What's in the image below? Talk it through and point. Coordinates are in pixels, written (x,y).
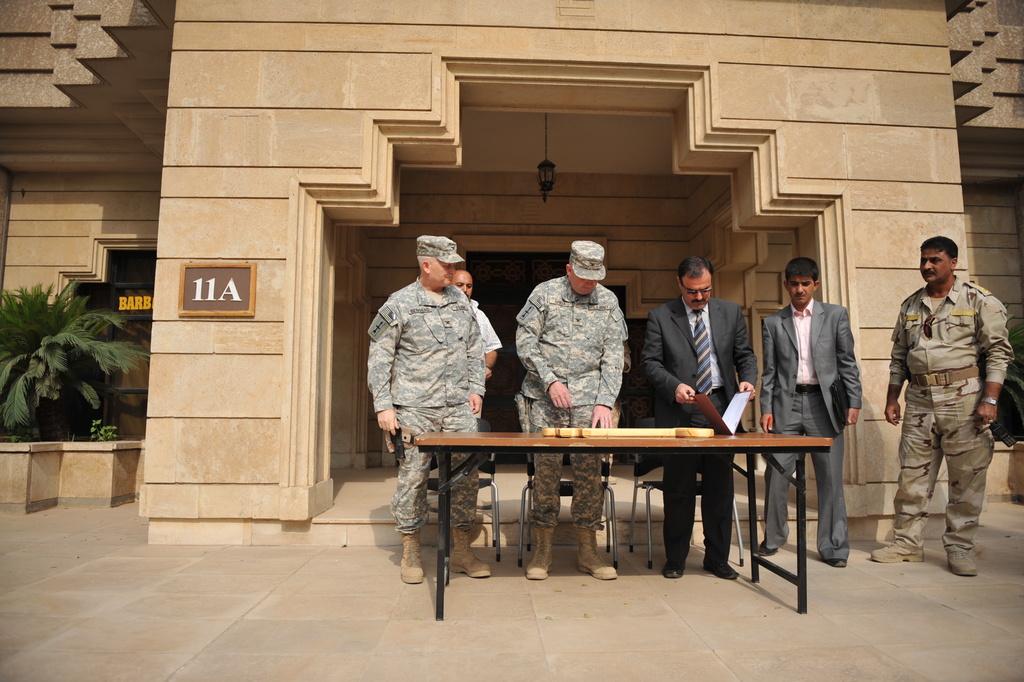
In this picture we can see a group of people (623,328) standing here in middle (667,329) person (738,377) opening book (726,414) on table (761,434) and at back of them we can see chairs (640,463) and in background (416,158) we can see building (527,143) with door (479,264), trees (37,335), number board (202,299).
